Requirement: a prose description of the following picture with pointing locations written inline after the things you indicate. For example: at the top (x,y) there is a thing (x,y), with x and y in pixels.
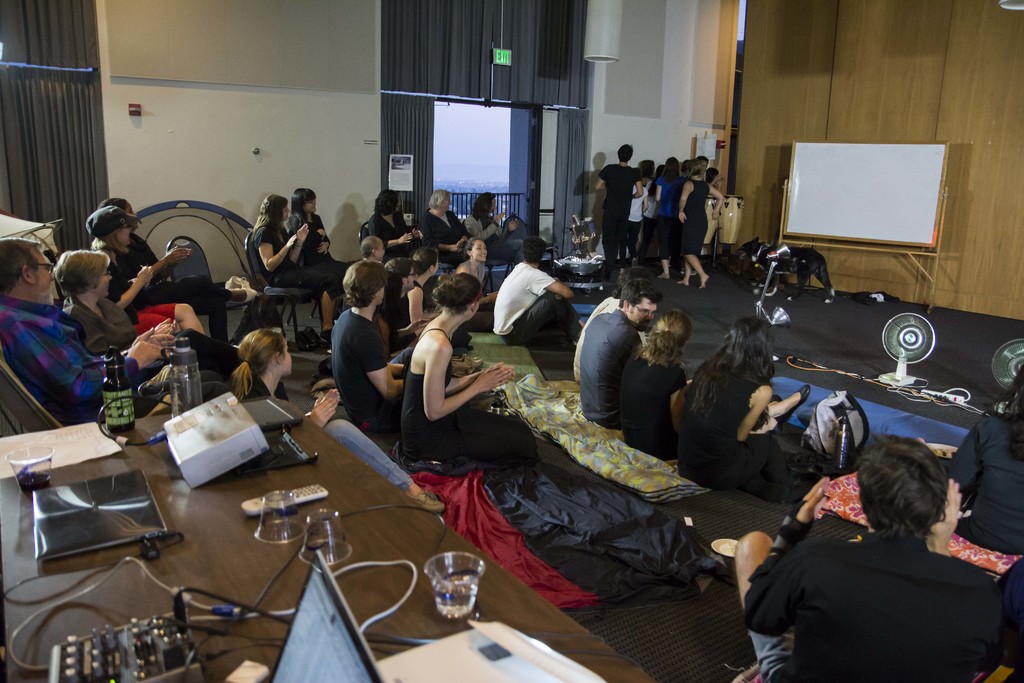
Some people (781,556) are watching a performance given by a set of performers (673,188).
